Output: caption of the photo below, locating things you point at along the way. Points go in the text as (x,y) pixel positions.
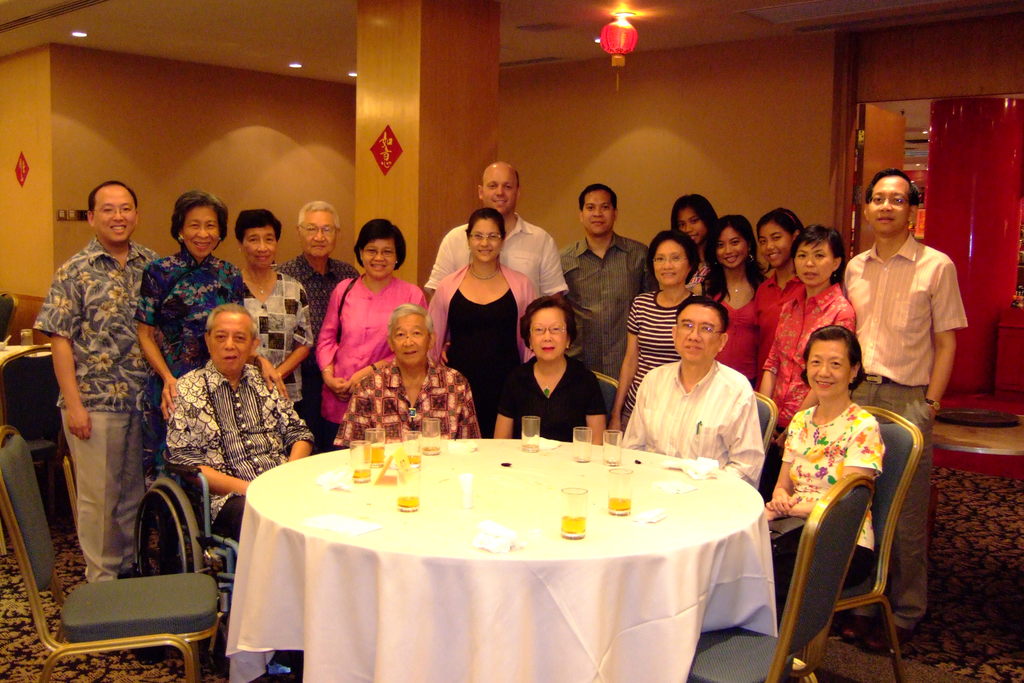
This image is clicked in a room (55,41). There are so many people (534,375) in this image. There is a table (469,574) in the middle (389,450) and five people (669,423) are sitting on chair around this table (456,458). This table (476,450) has tissues (544,445), glasses (562,526) on it. All the other people (268,339) are standing behind them. There are lights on the top (87,35), there is a pillar (471,142) in the middle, there is door (878,155) on the top right corner (906,138).
